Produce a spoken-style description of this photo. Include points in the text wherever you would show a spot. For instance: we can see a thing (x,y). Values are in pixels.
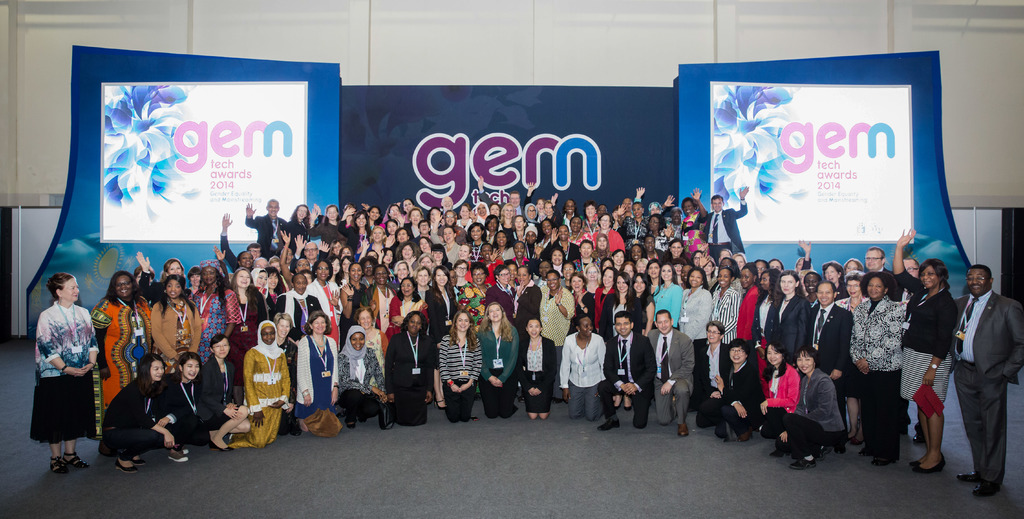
In this image I can see a group of people (460,305). In the background (388,165), I can see some text (209,163) projected on the screen (806,175).
